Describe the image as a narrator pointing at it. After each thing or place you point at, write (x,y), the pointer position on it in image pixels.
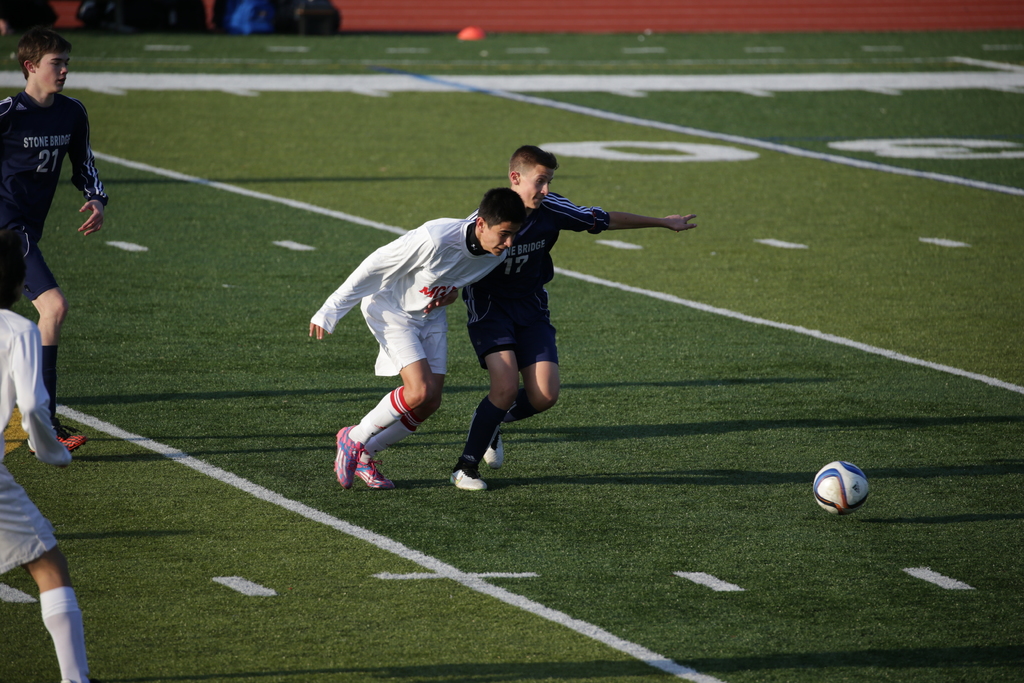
In this image there are players (456,297) playing football, on a ground (285,237).
